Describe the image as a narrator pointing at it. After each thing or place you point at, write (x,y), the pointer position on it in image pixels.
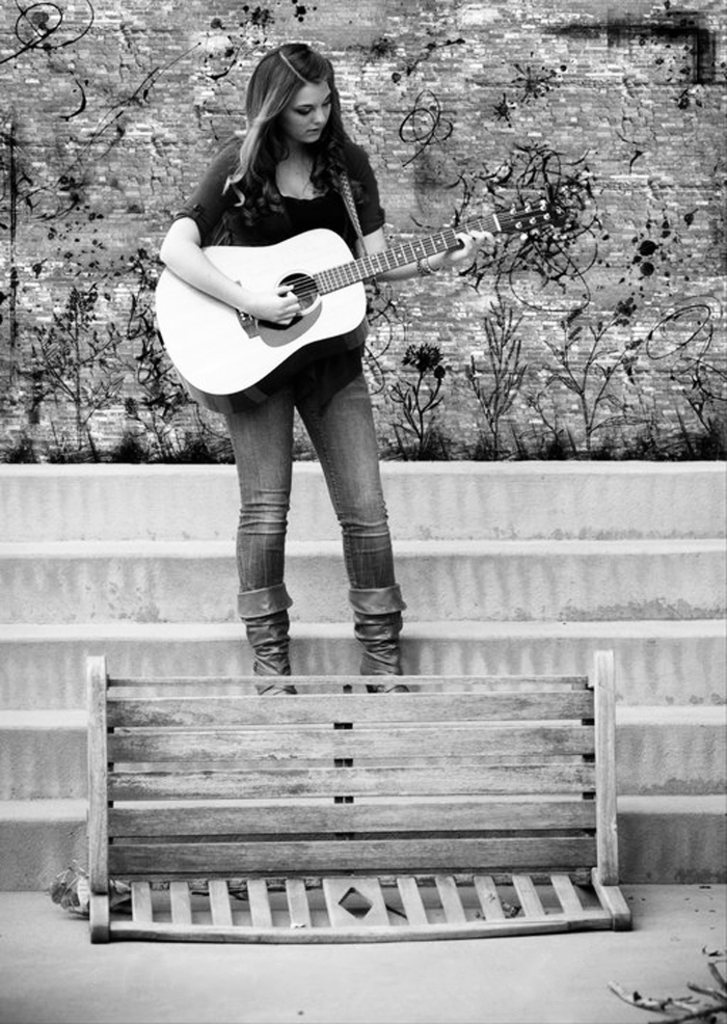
As we can see in a picture a woman (258,308) is standing and holding a guitar (237,341) in her hand (271,313). These are the stairs (46,497), bench (282,754), plant (570,365).
